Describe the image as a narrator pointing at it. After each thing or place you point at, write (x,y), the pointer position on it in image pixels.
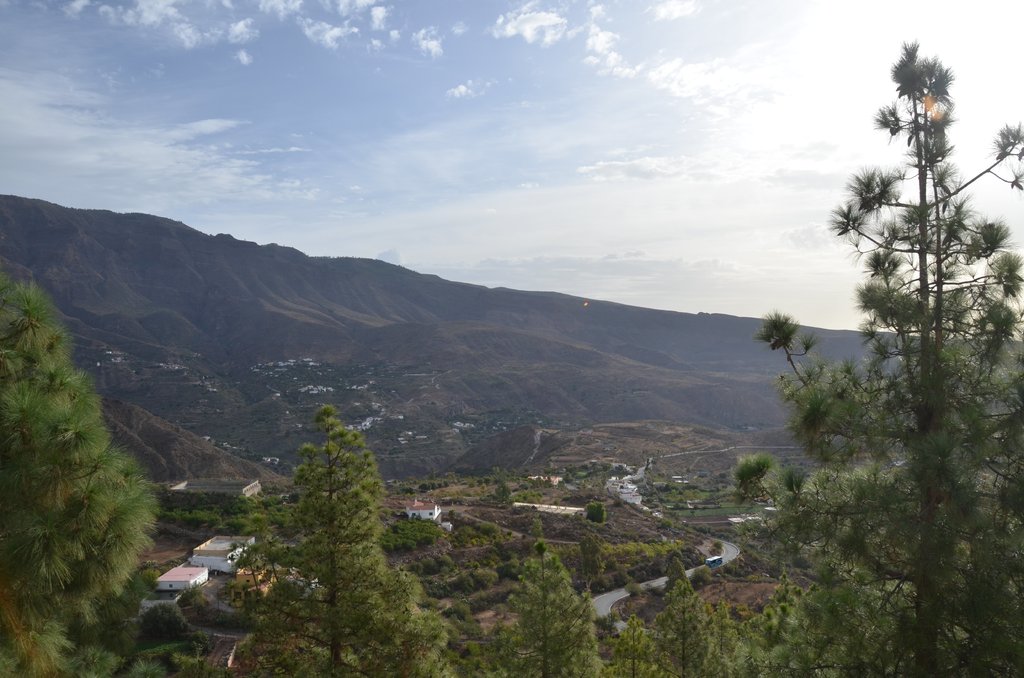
In this image I can see the trees (635,644). In the background (607,606) I can see the road (597,614). I can see some vehicles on the road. To the side of the road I can see few trees (255,534) and some houses (206,585). I can see the mountains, clouds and the sky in the back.
